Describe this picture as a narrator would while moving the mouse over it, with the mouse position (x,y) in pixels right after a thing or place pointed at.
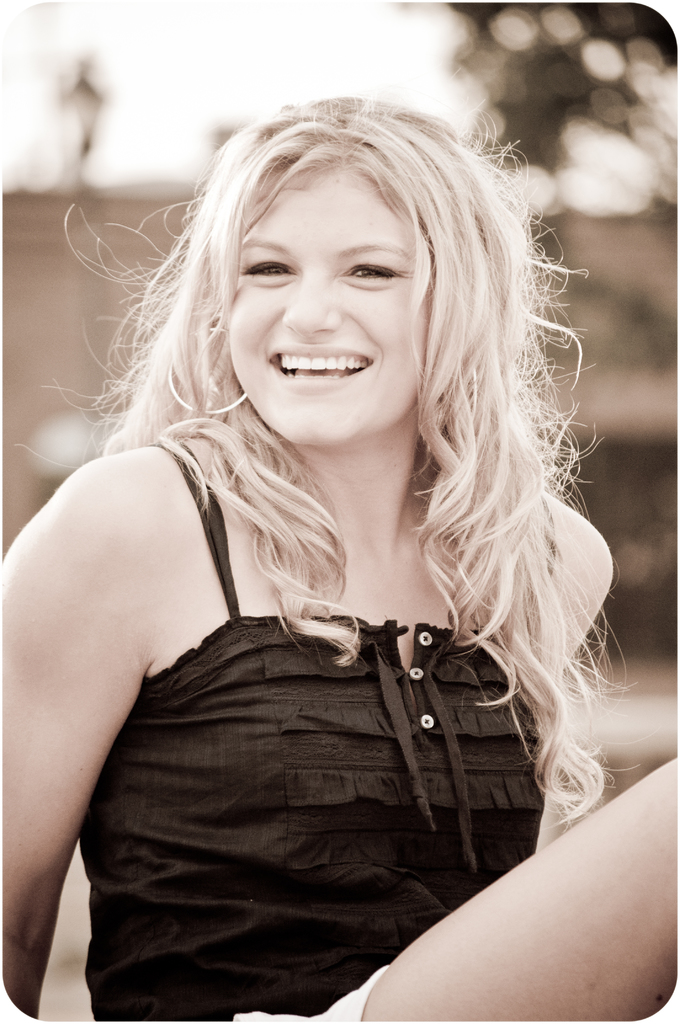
In this image we can see one woman (287,809) with smiling face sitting on the ground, some objects (516,14) in the background (67,186) and the background (54,449) is blurred.
